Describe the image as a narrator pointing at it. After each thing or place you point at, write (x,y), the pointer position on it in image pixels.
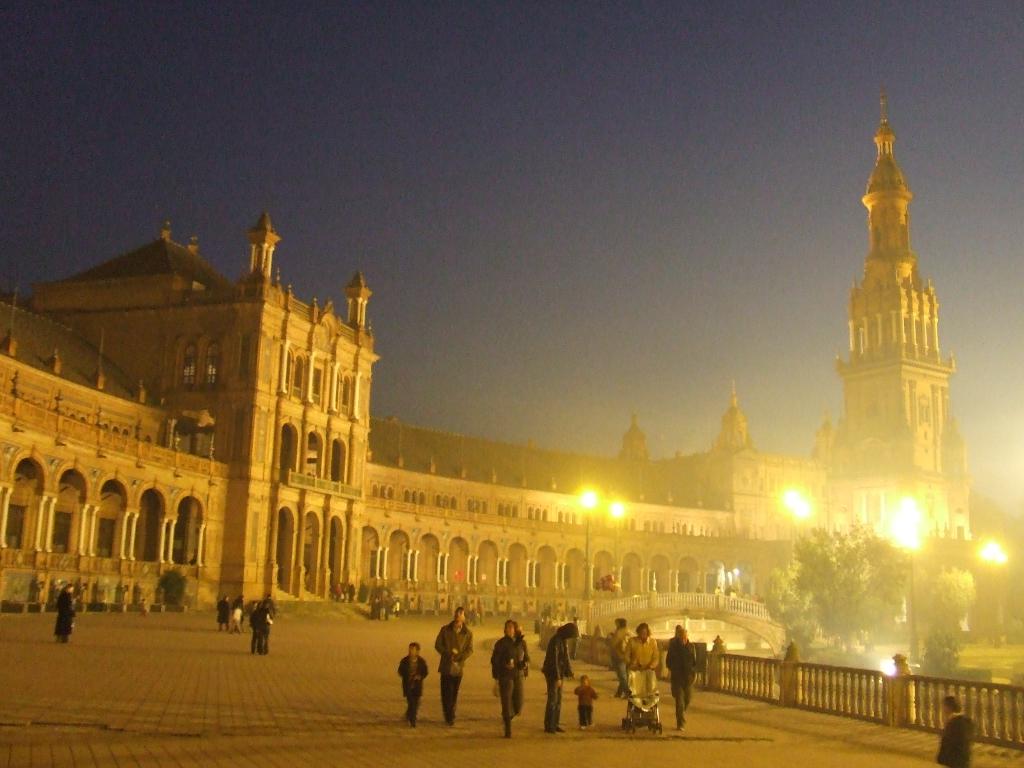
This picture is clicked outside. In the center (638,511) we can see the group of persons (554,680) and we can see the building (578,506) and a spire (867,302) and we can see the lights (902,542), trees (814,574) and many other objects (707,602). In the background (515,159) we can see the sky (591,431).
